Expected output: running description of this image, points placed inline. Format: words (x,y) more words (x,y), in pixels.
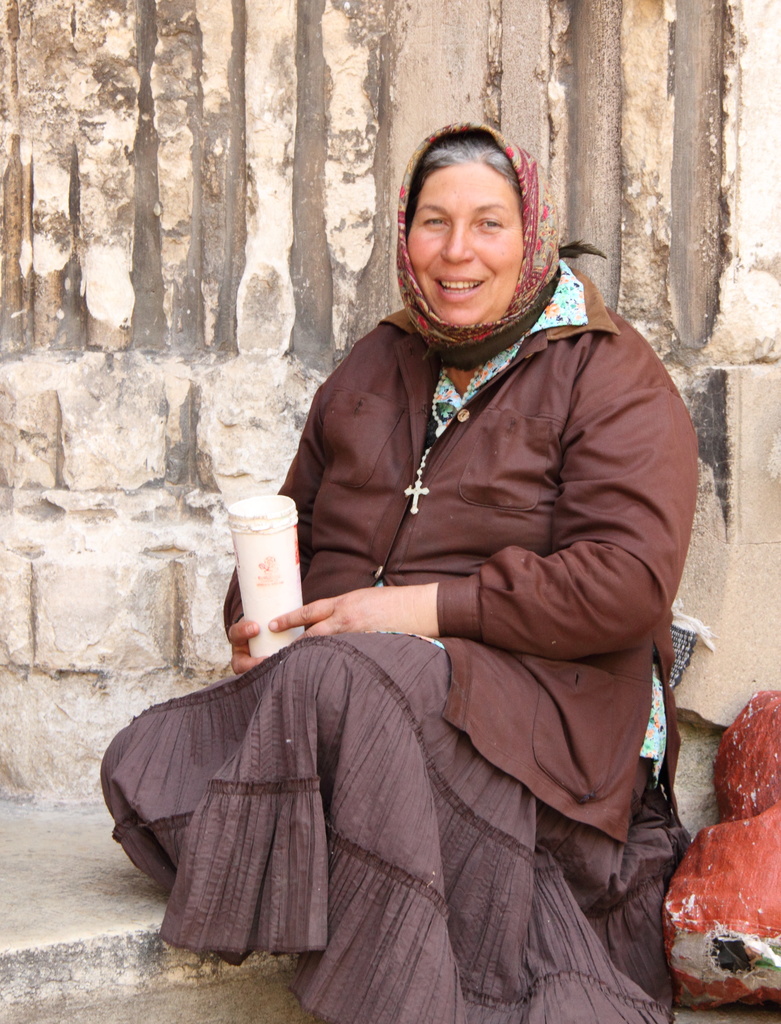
There is a woman (402,654) sitting and holding a bottle (256,500) and smiling, behind this woman (372,614) we can see wall (306,280).
